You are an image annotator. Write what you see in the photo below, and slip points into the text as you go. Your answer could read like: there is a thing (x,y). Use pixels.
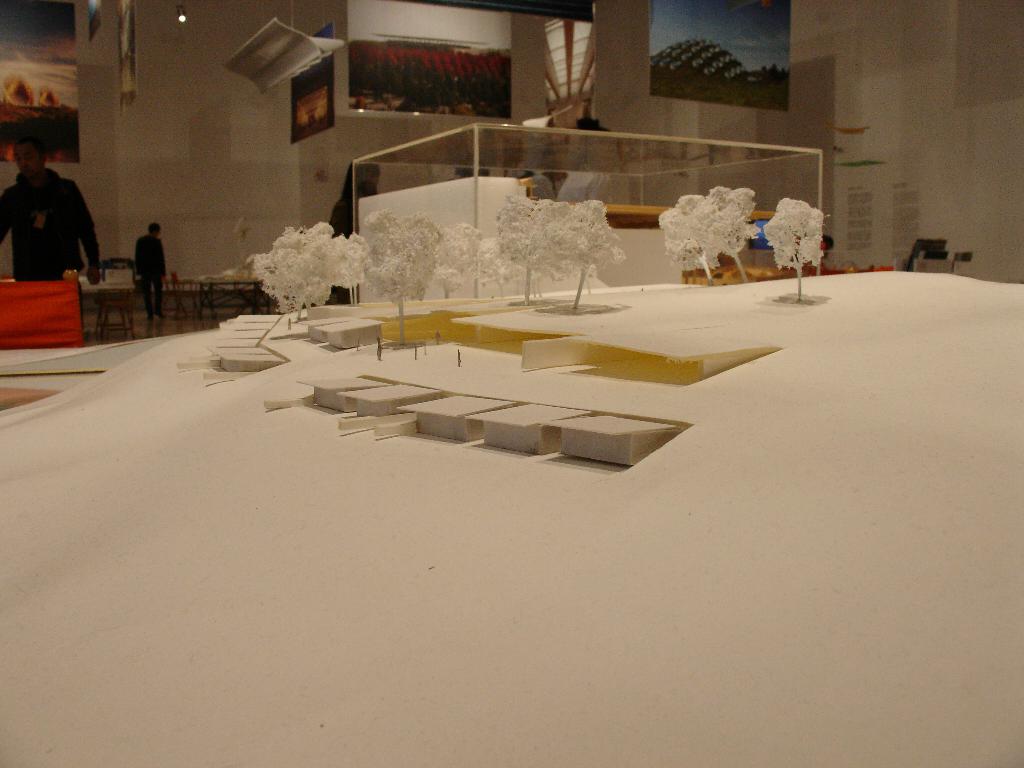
In this picture we can see a miniature kind of thing (552,328), in the background (412,63) we can see some of the portraits (364,70) here. Here is a man (71,231) looking at something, here is a one more man (148,239), in the background (166,71) we can see a wall (185,56) and one light (179,21) here.
